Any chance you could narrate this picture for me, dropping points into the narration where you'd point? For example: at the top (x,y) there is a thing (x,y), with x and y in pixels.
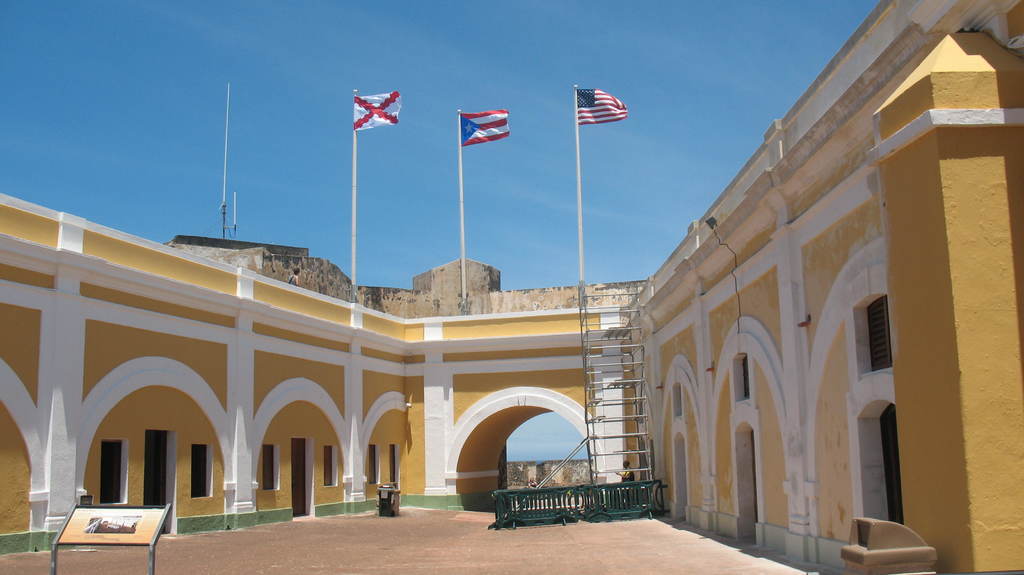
In this image there is a building (66,421), at the top of the building (790,416) there are three flags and there are few objects (105,540) on the surface (490,536), there is a metal structure (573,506). In the background (434,41) there is the sky (524,128).
